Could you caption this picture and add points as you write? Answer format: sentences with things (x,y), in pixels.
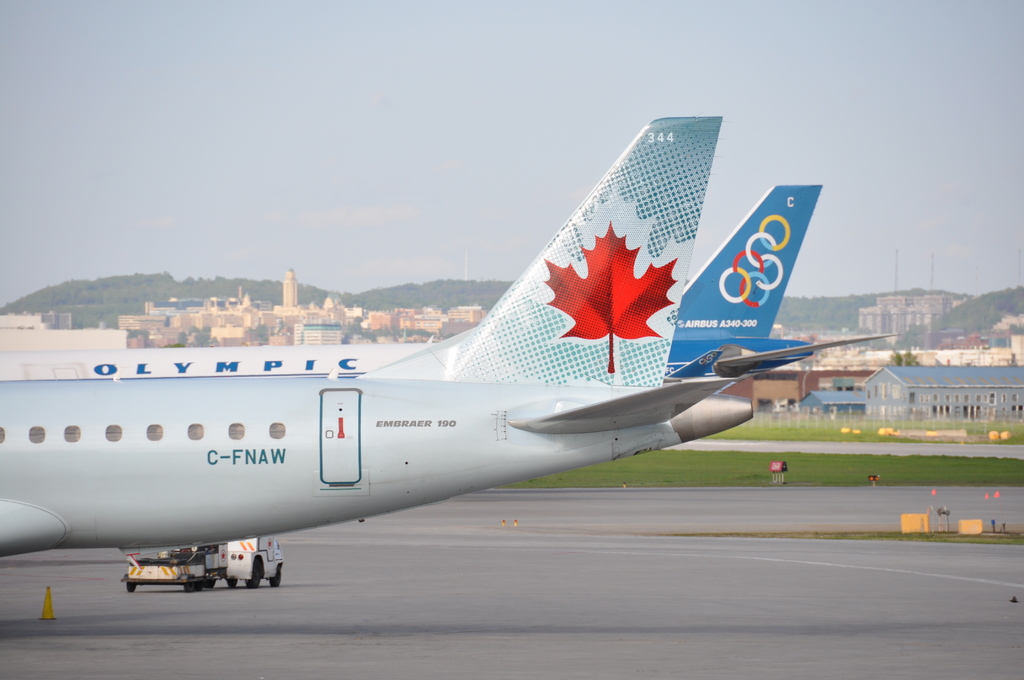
In this image I can see an aircraft's (422,465) are on the road (496,627). These aircrafts (295,452) are in white and blue color. And I can see the names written on it. I can also see the vehicle (276,572) on the road (645,585). In the back (930,419) there are sheds (916,402), buildings (382,342). I can also see the mountains (839,301) and the sky (400,191) in the back (384,190).
